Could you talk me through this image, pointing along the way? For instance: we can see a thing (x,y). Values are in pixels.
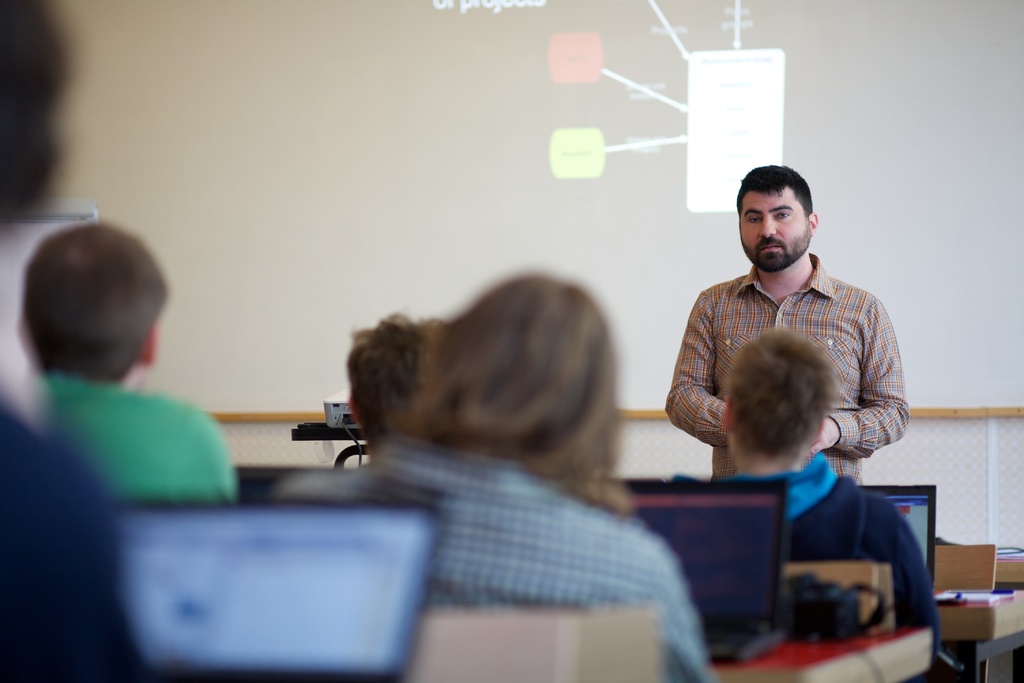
In this picture there is a man (888,326) who is wearing shirt (866,337). He is standing near to the table (982,620). On the table (1005,608) we can see laptops (772,488), book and bag (831,591). Here we can see the group of person (606,501) sitting on the bench (835,578), On the top (334,19) we can see a projector screen (633,105).
